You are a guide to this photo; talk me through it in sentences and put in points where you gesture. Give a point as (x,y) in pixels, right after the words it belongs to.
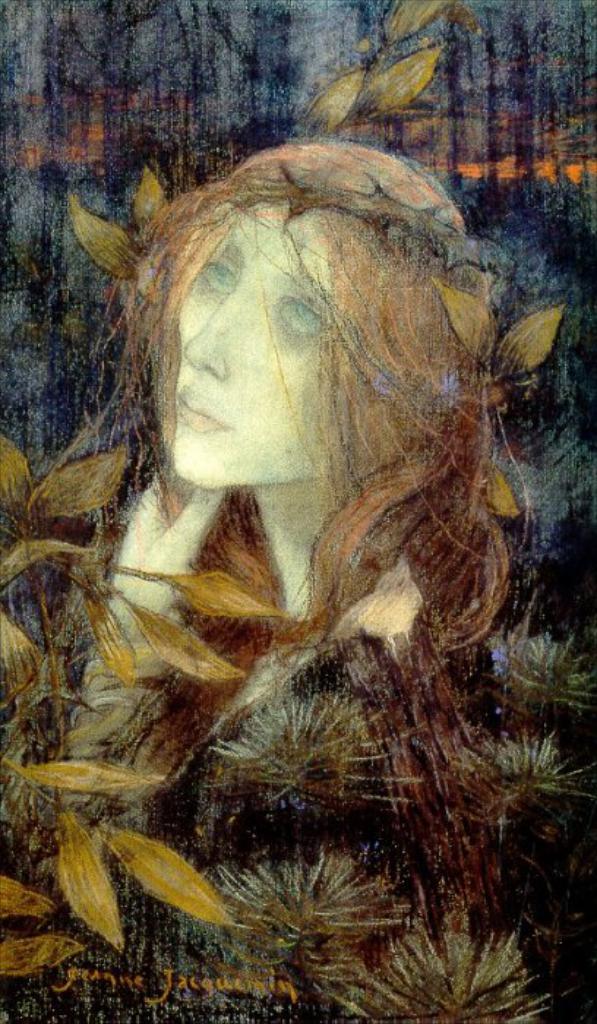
We can see painting (190,631) of a woman (304,323), plant (194,596) and leaves (535,330). In the bottom left of the image (70,973) we can see text (292,997).
